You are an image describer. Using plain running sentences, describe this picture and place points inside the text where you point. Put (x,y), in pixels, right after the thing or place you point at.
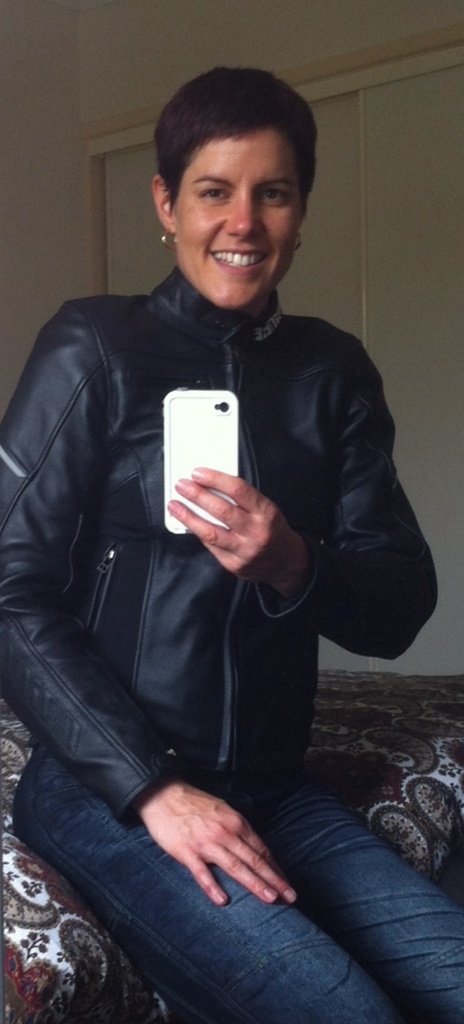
In this image there is a woman (254,857) sitting in a bed (340,715) and taking a picture by a mobile phone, and the back ground (162,44) there is a wall (56,177).
